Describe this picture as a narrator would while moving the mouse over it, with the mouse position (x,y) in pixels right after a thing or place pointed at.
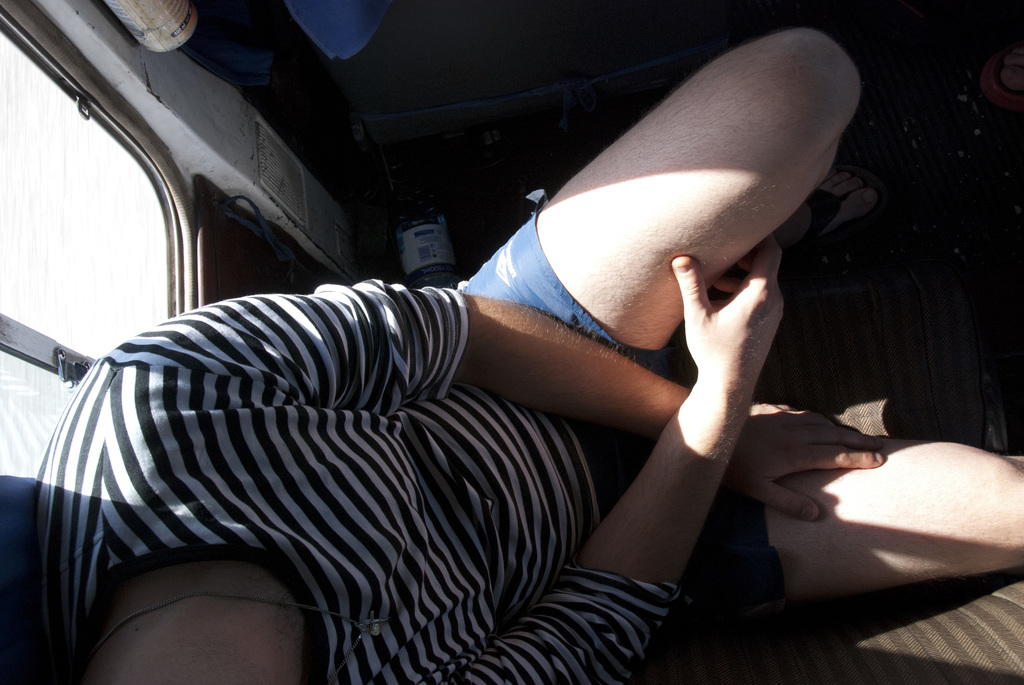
In this image I can see the person (383,484) wearing the white and black color shirt (303,505) and the blue boxer (532,258). To the side of the person (504,373) I can see the bed (504,68) and the bottle (421,283). In the back (73,345) there is a window (78,283).
